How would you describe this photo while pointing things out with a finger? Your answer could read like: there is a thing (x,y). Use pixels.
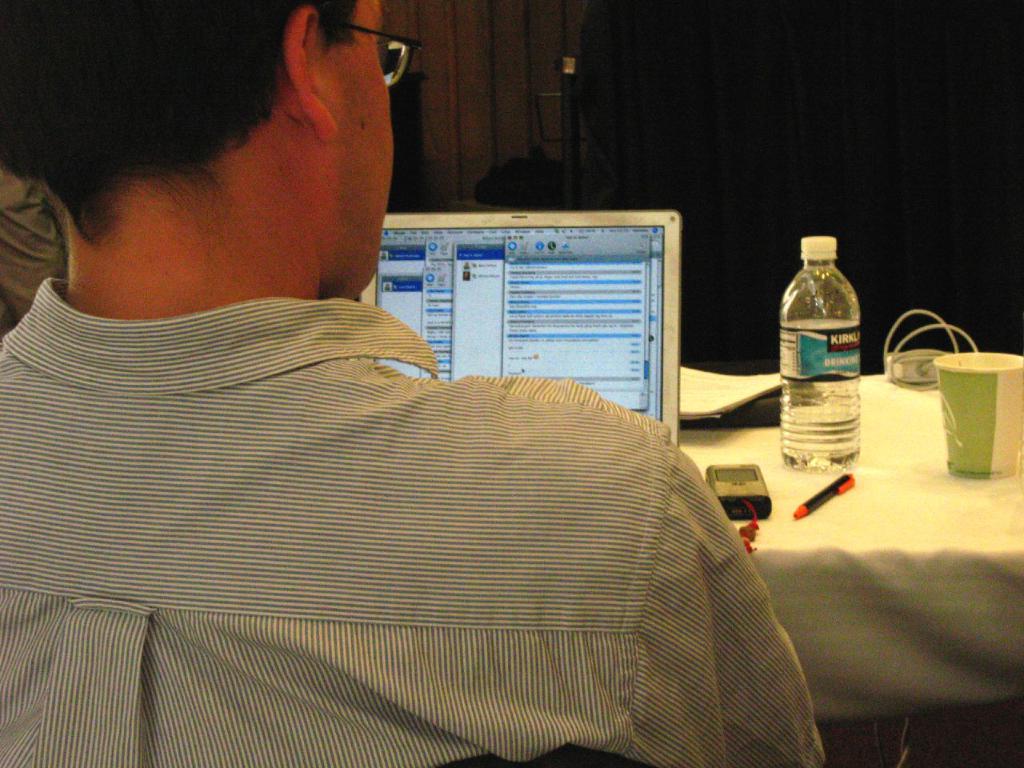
This is the picture of a person (324,295) who have spectacles (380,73) sitting on the chair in front of the table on which there is a laptop (552,339), bottle (821,375), Glass (997,361) and pen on the table (761,562).
